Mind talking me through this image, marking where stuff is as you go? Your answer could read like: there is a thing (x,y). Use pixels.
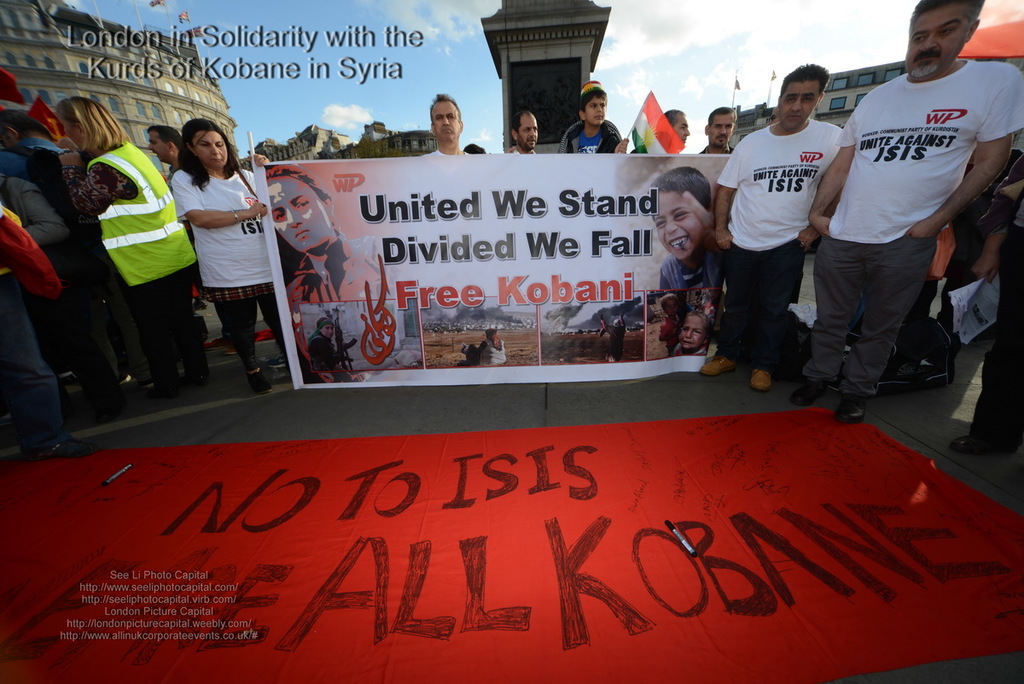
In this image, we can see a group of people (755,374) standing. In the middle of the image (513,336), we can see a group of people (174,223) standing and holding a hoarding (485,327) in their hand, on the hoarding (563,197), we can see some pictures (710,210) and text (508,238) written on it. In the background (180,84), we can see a building (180,84), a pillar (568,78) and a sky (814,5) which is a bit cloudy and some text (370,32) written on the image. At the bottom (631,610), we can see a red color and some text (709,573) written on it.
